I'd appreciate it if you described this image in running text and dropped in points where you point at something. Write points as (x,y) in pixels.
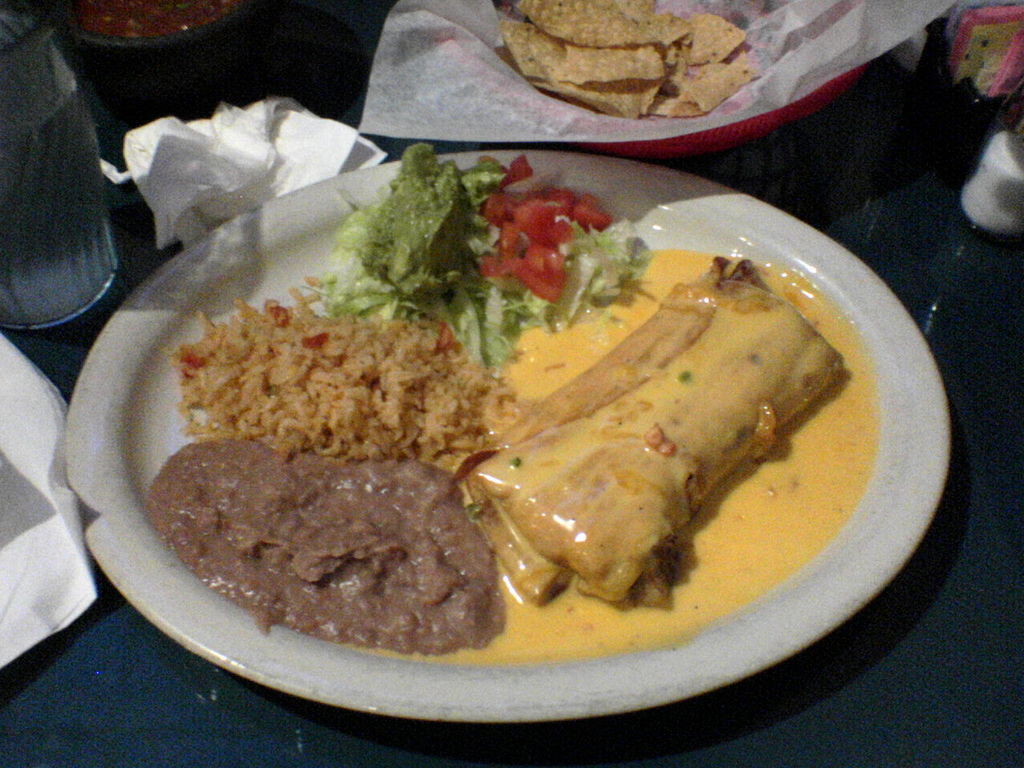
In this image there is a plate (359,508). In the plate (422,508) there are different kind of dishes (489,350). Beside it there is a bowl (724,134). In the bowl (623,117) there is a tissue paper (585,118) in which there are chips (626,53). On the left side (105,202) there is a glass bottle (62,239), beside the tissue paper (233,161).
